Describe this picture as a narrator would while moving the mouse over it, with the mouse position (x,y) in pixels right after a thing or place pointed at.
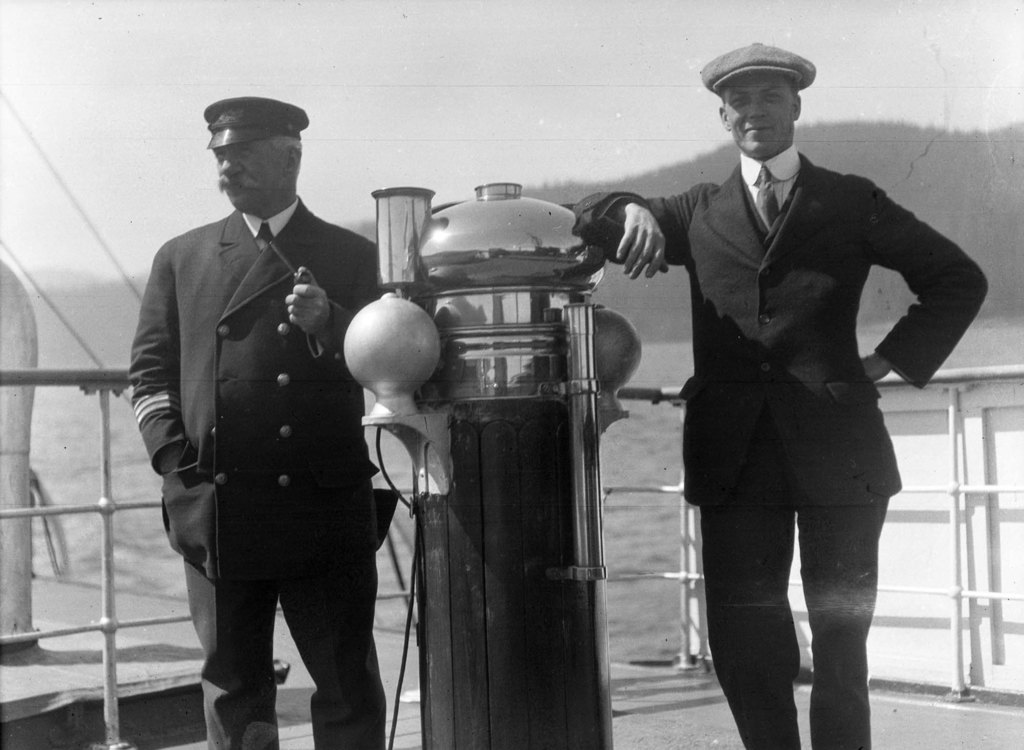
In this image I can see two people (760,493) standing in the boat (684,706). These people (368,551) are wearing the dresses (208,527) and caps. In the background (410,471) I can see the water (617,472), mountains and the sky (351,195). And this is a black and white image.
